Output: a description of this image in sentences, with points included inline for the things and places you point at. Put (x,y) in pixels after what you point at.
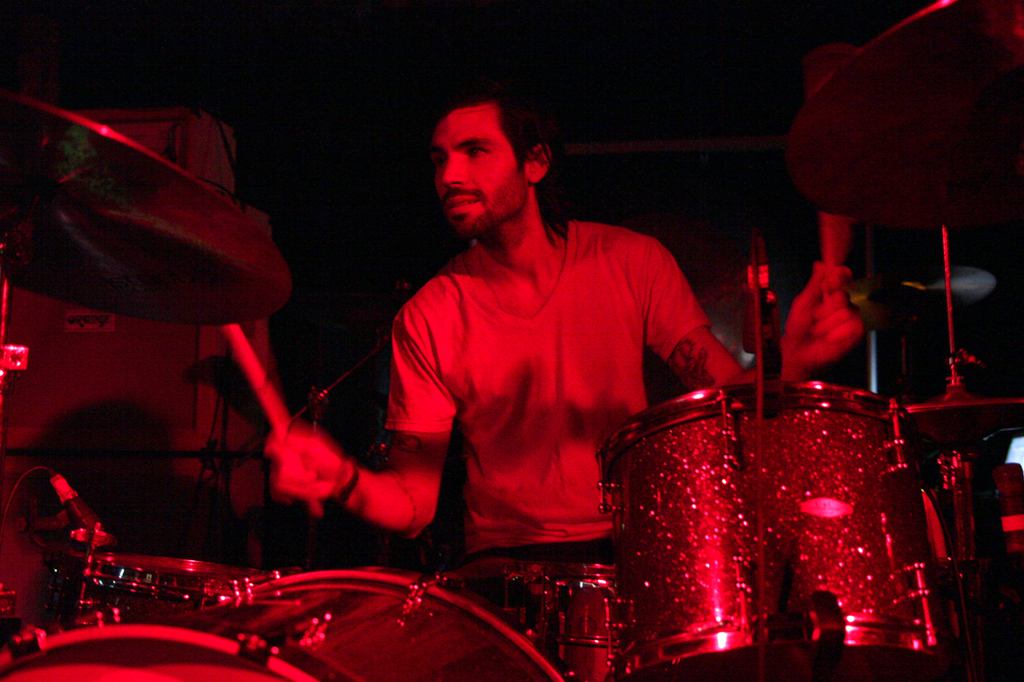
In this image in the front (467,647) there is a musical instrument (747,436). In the center (482,378) there is a person (511,348) sitting and holding sticks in his hand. In the background (218,341) there are objects (188,330) which are visible.
